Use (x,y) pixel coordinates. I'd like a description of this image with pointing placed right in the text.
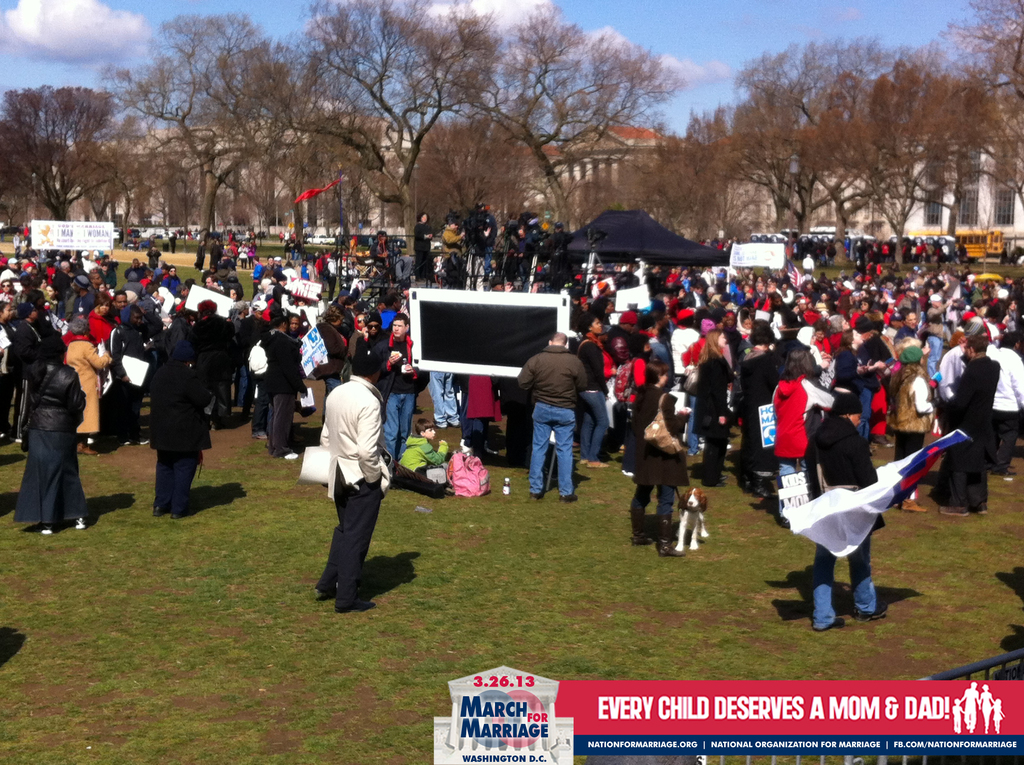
In the foreground of this image (687,342), there are persons (275,431) standing on the grass (498,530) and a boy (431,460) along with bag (457,488) sitting on the grass (436,504) and we can also see a banner (521,363), tent (622,237), flag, trees (434,219), few vehicles (973,235), buildings (567,148), sky (429,114) and the cloud (522,12) in the background (506,13).
